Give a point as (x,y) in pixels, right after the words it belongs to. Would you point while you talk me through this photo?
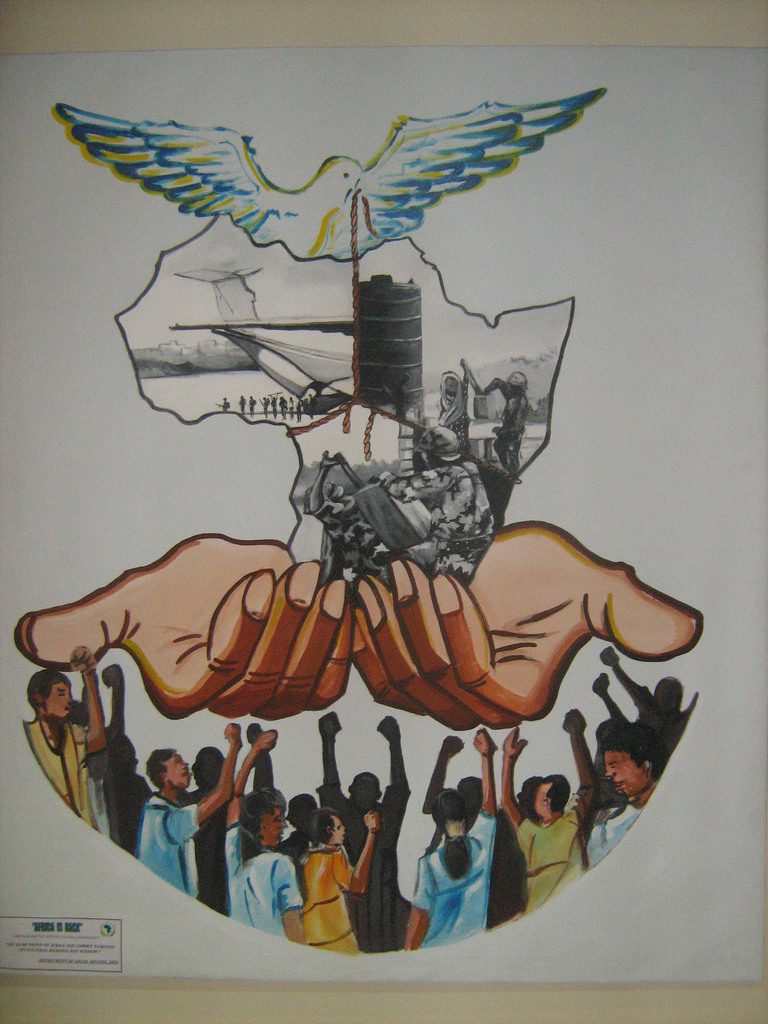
In this image we can see a painting (411,611) of some group of persons (377,839) who are raising their hands (229,787), hands (366,583) and a pigeon (332,202) which is holding some thread (355,194) in mouth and there is airplane (346,326) and some persons (361,548) near the water tank (377,382).
